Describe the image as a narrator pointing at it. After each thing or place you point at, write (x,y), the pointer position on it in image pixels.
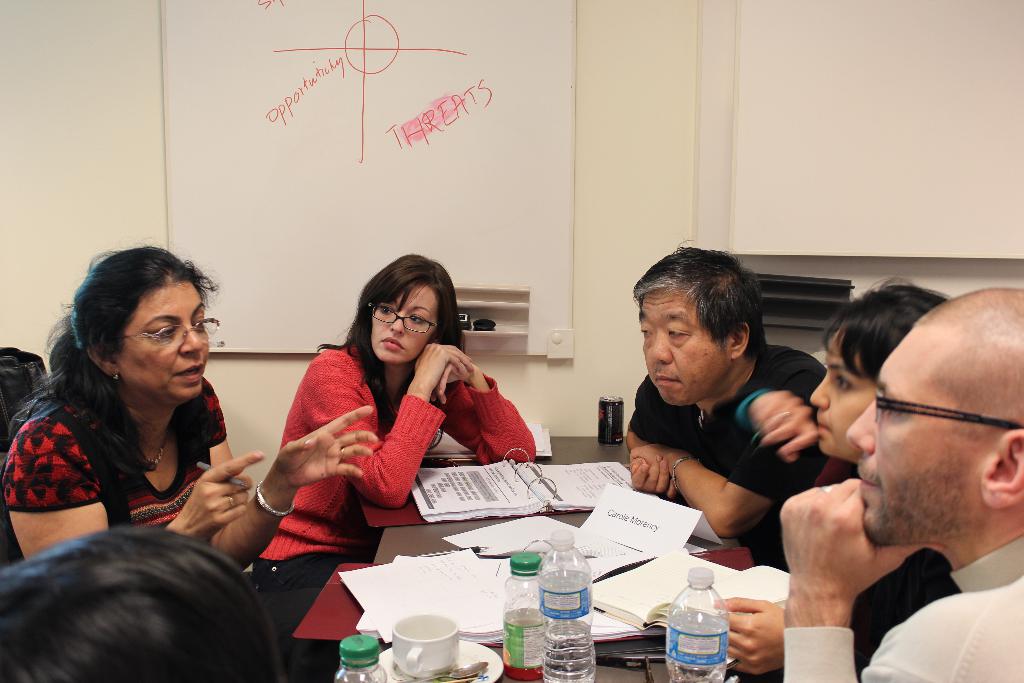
In this image, we can see a group of people (980,580) are sitting. Here a woman (195,485) is talking and holding a pen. In the middle (618,441), there is a table (432,541), so many things (641,643) and objects (569,586) are placed on it. Background (273,219) there is a wallboard (450,236), some object (787,307). Here we can see few people (308,397) are wearing glasses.
